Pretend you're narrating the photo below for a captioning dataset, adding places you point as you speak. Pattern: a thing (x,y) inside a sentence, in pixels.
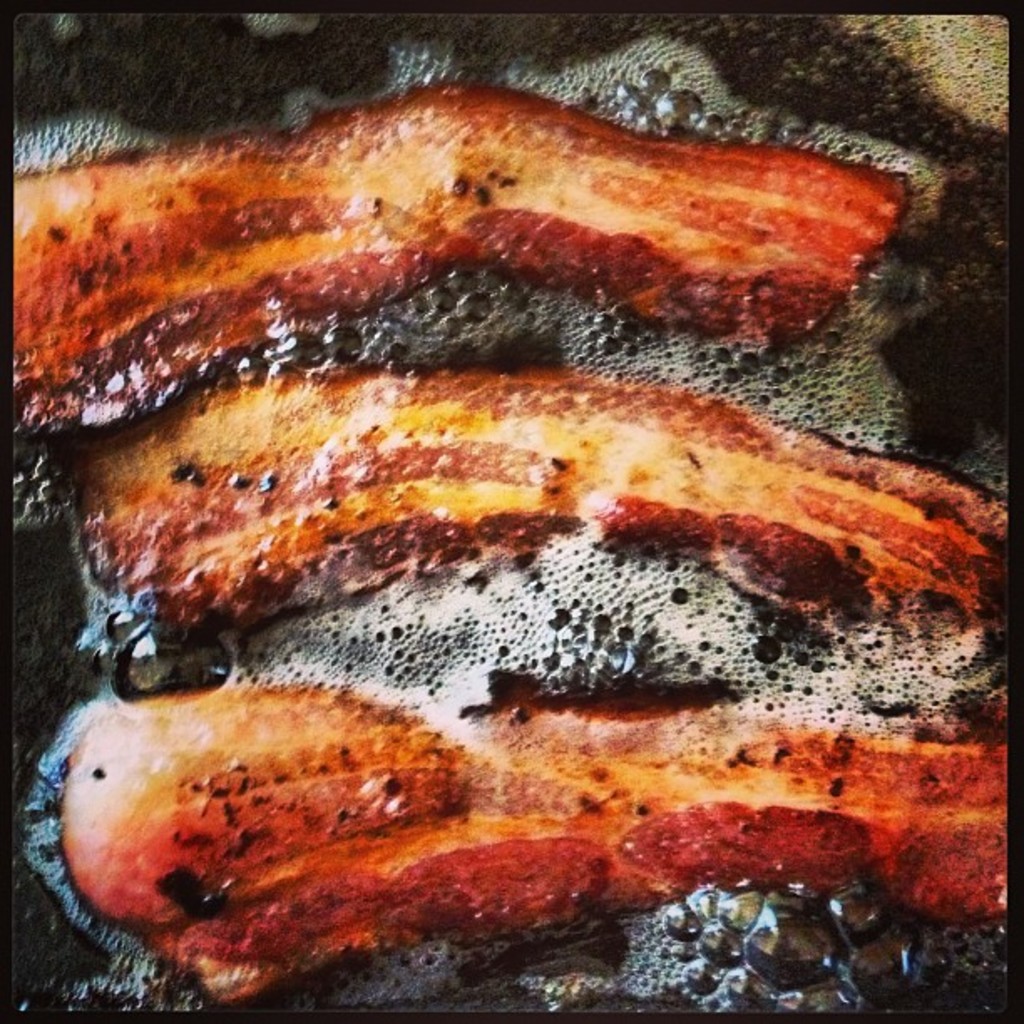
In this picture there is food item (462,462) being fried in oil (964,57). The picture has black border (355,11).
